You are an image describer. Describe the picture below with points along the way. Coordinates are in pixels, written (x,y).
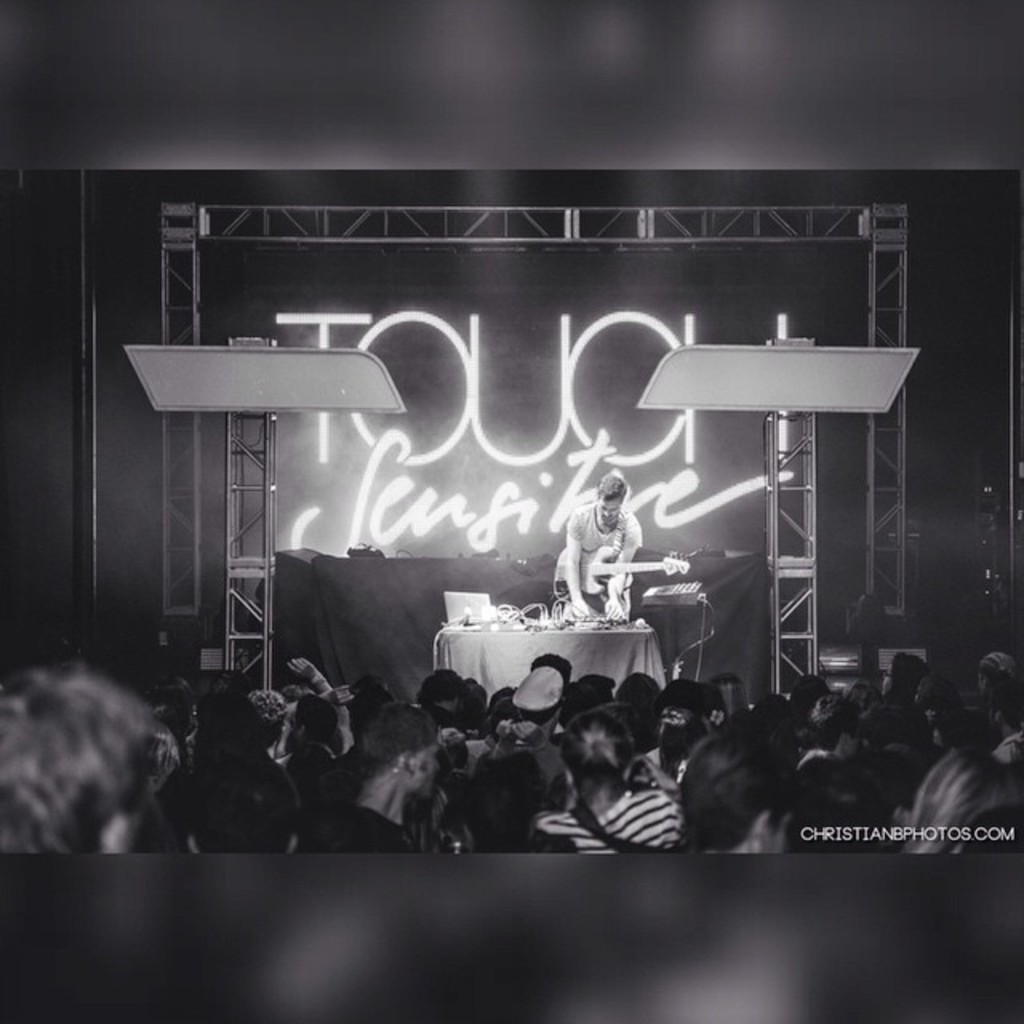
This is a black and white image. In this image there is a crowd (342,708). In the back (321,601) there is a stage (540,563). Also there is a person (589,534) holding a guitar (599,570). In front of him there is a table (574,646) with tablecloth (579,642). On that there are many items (491,615). In the background (415,400) there is a wall (419,385) with something written on that. Also there are stands (246,521) with boards (668,403) on that. In the right bottom corner (915,832) there is a watermark (915,832).
